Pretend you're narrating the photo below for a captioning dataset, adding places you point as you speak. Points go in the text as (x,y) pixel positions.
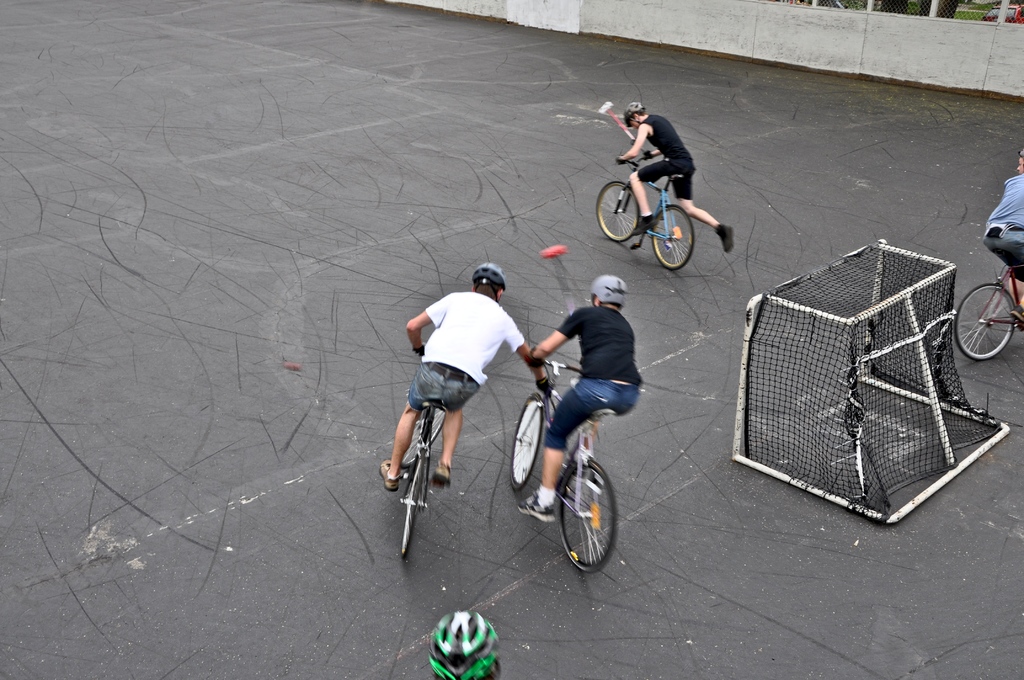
In this picture we can see four persons (612,347) doing cycling. And this is the road (272,254). All are wearing their helmets (488,630).
